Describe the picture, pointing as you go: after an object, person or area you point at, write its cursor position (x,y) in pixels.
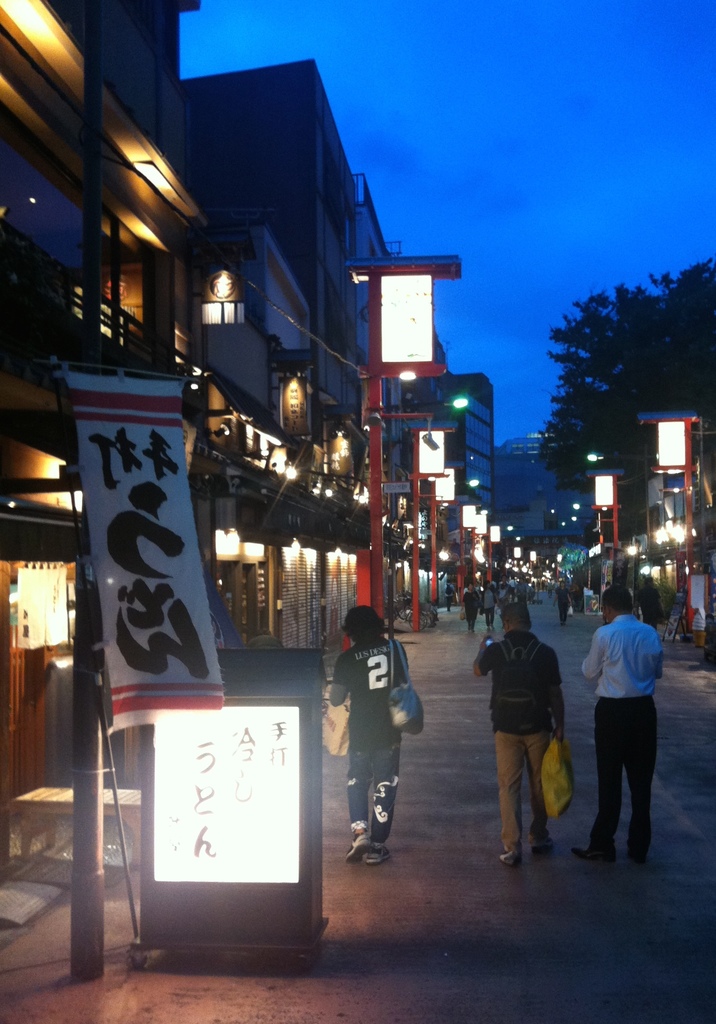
In this image, I can see few people (490,596) walking on the pathway (581,681). On the left side of the image (135,444), I can see a banner (112,629) hanging to a pole (98,823). There are buildings (312,347), lights (392,333), name boards (437,492) attached to the poles (417,509). On the right side of the image (635,378), there is a tree (622,357). In the background (552,229), I can see the sky (570,222).
